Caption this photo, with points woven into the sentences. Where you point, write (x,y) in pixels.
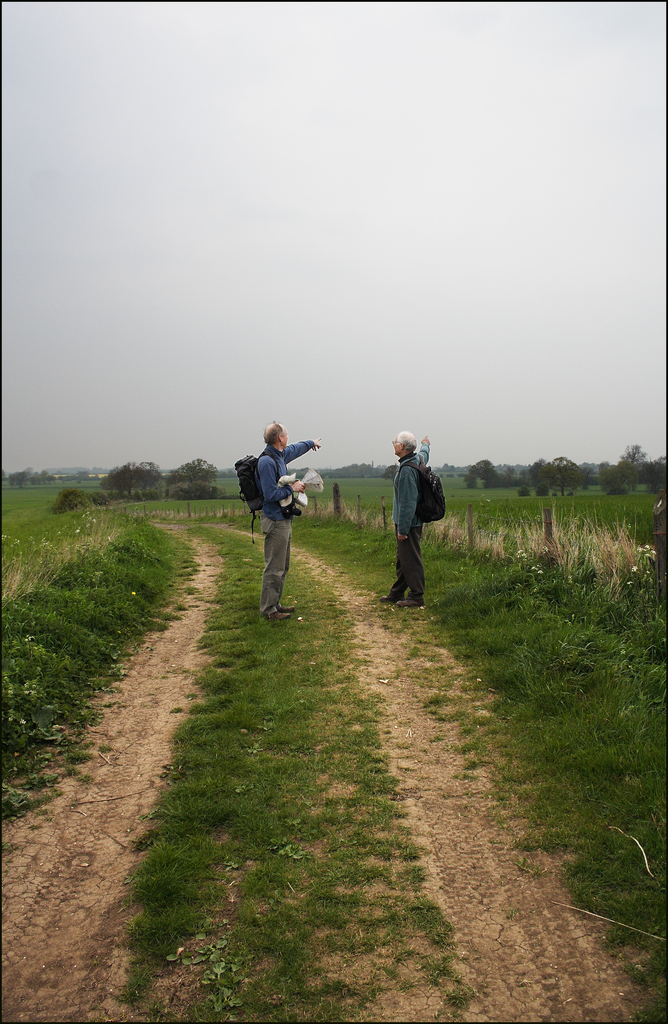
In this picture, there are fields (463,517) on either side of the lane (295,612) which is in the center (258,542). On the lane (319,553), there are two people (281,523) carrying bags (421,510). They are facing each other. In the background (261,417), there are trees (577,485) and sky (361,249).
